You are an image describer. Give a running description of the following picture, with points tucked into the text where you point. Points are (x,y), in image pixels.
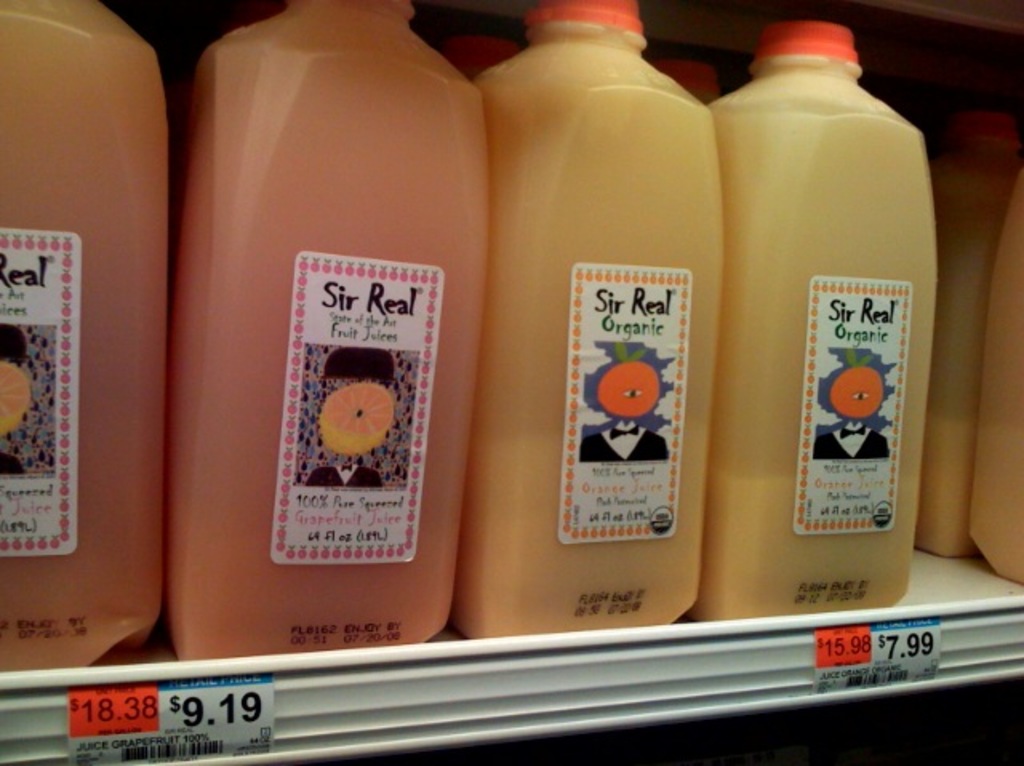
In this image we can see bottles (255,296) are arranged in a white color shelf (956,628).
